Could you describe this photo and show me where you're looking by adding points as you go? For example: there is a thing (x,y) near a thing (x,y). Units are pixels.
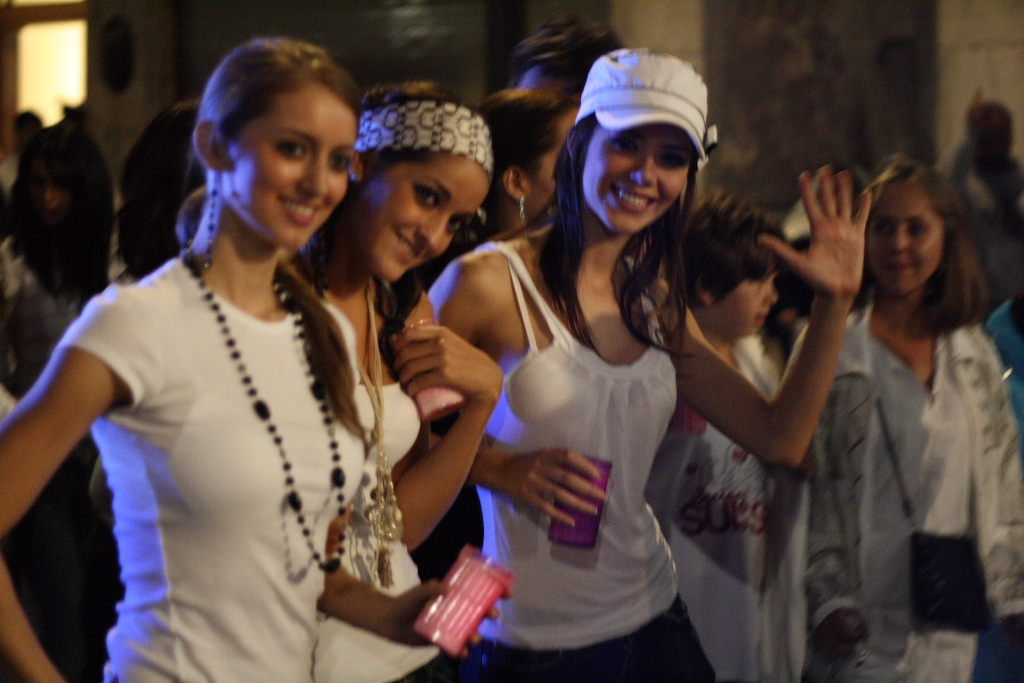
This is a blur image. I can see a few people (796,253) standing in the center of the image (628,253) I can see three women (402,108) standing and posing for the picture.
